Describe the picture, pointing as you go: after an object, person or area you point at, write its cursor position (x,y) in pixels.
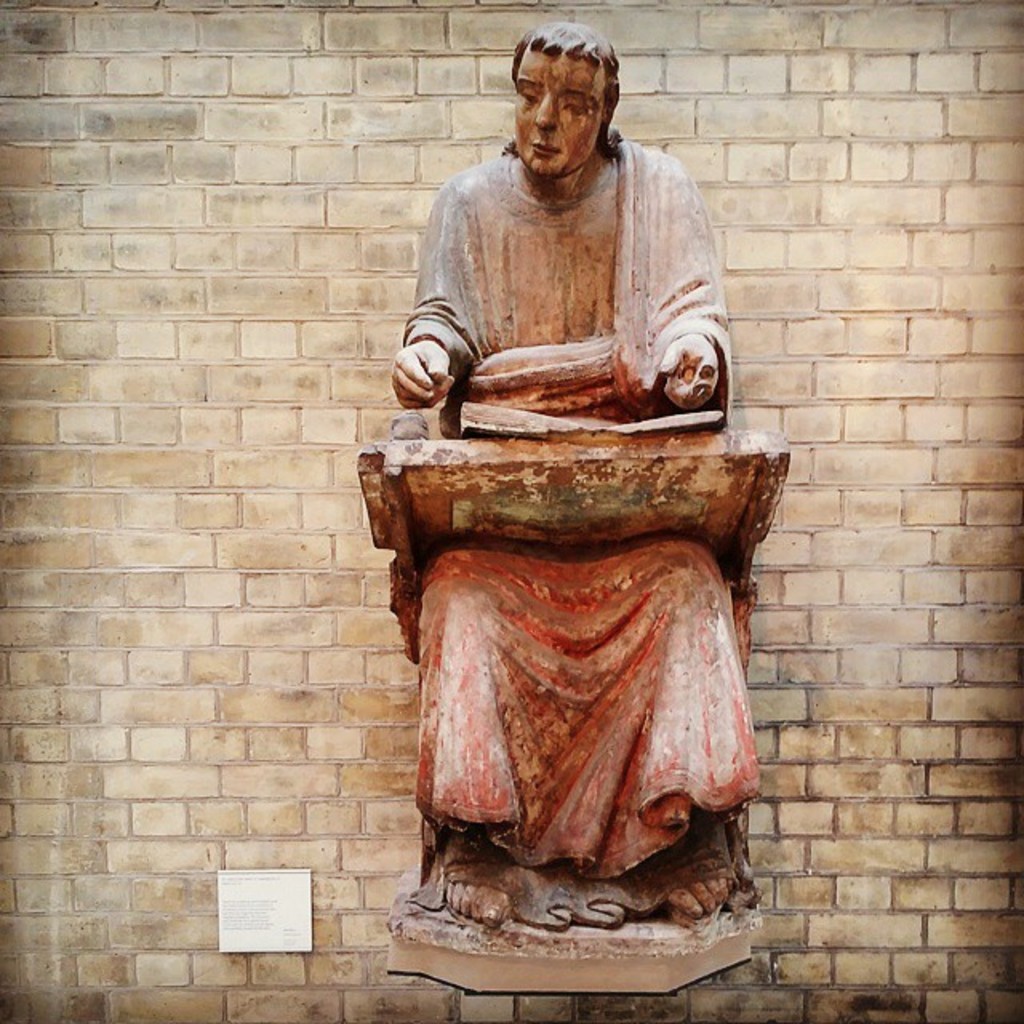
In this image I can see a statue (456,588), a white board (270,910) and a cream colour wall (227,520) in the background (216,728). I can also see something is written on this board (257,923).
